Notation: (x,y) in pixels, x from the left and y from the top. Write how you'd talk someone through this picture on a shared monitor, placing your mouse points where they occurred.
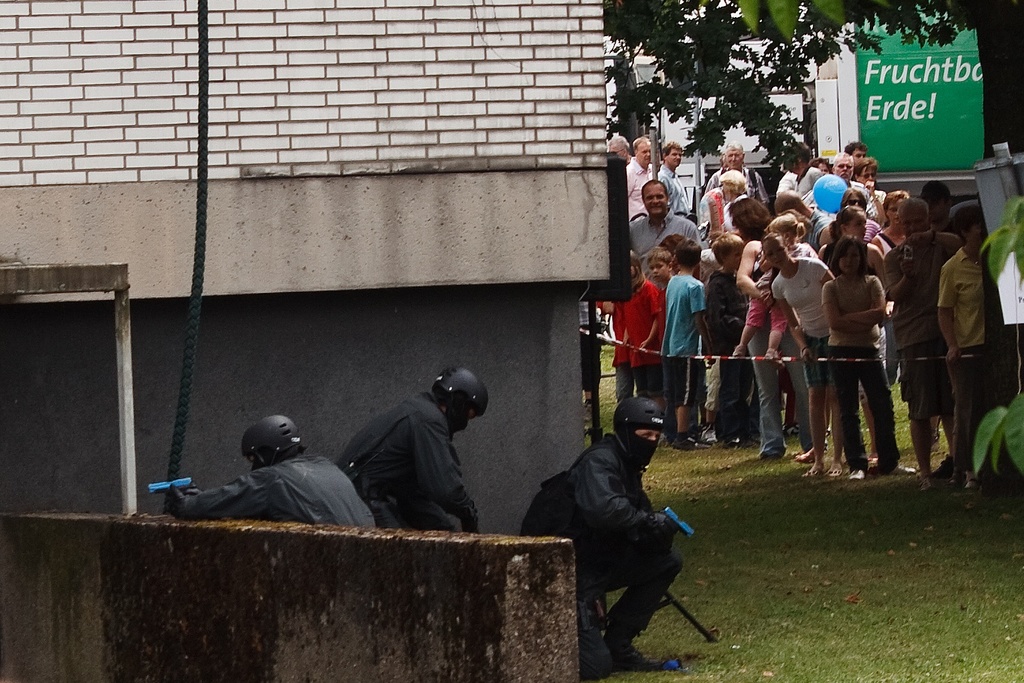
Here we can see three persons (451,450) in squat position on the ground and they are holding guns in their hands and there is a wall (167,226), rope (203,56) and a metal item (122,398). On the right (760,245) there are few people (842,306), fence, tree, an object (615,263), a hoarding (869,122) and some other items (1018,315).
